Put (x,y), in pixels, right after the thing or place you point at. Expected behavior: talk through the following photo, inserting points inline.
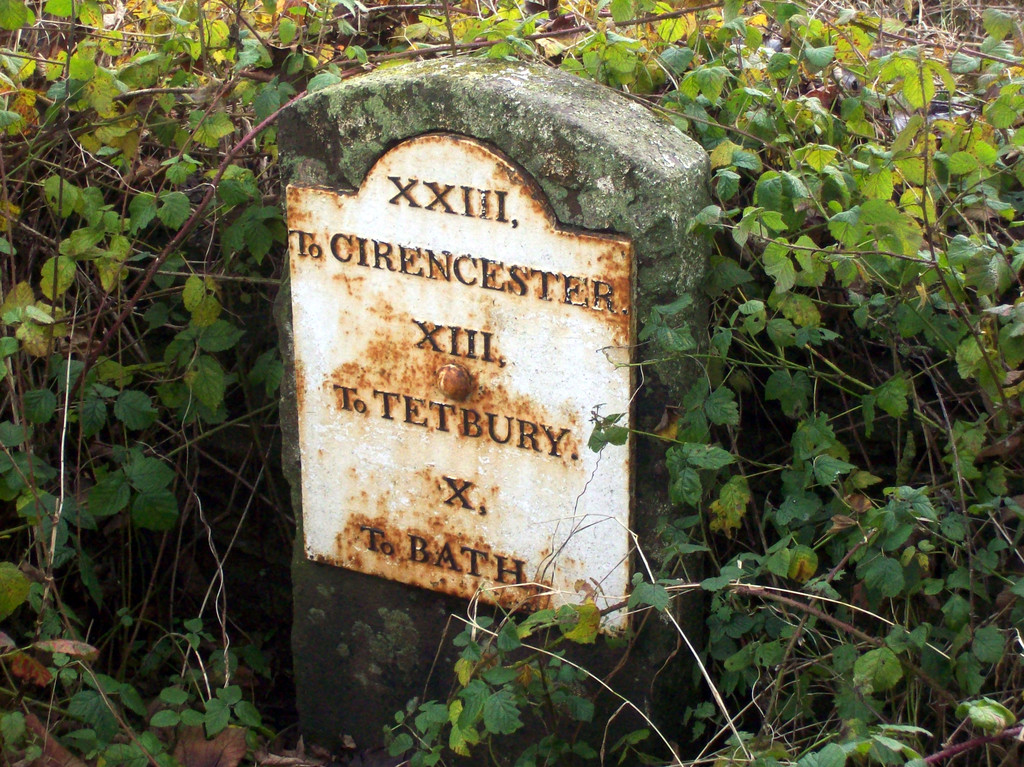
We can see board (590,292) on a stone (618,214), leaves (850,522) and stems (825,247).
